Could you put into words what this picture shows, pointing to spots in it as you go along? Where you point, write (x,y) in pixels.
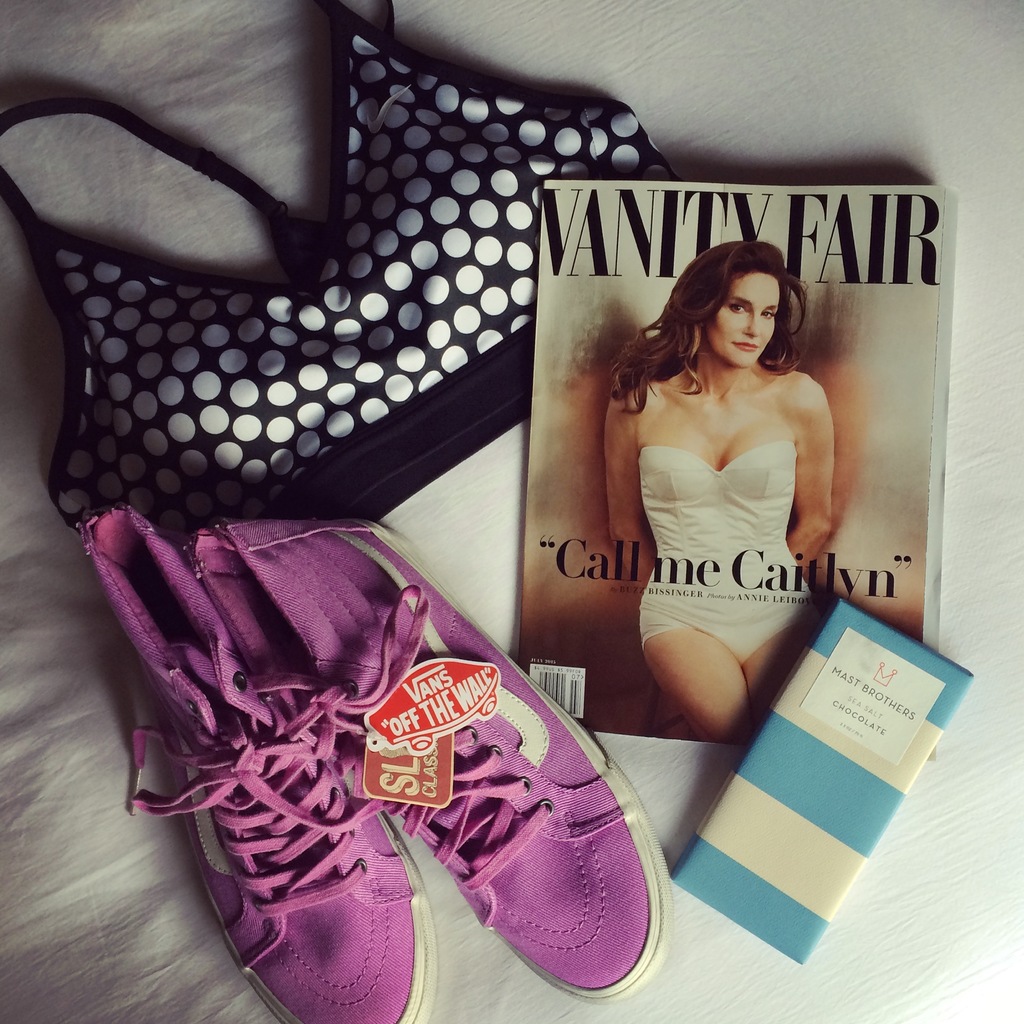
On this white surface (51,836) we can see shoes (480,754), book (683,685), chocolate (786,694), and cloth (409,390).
